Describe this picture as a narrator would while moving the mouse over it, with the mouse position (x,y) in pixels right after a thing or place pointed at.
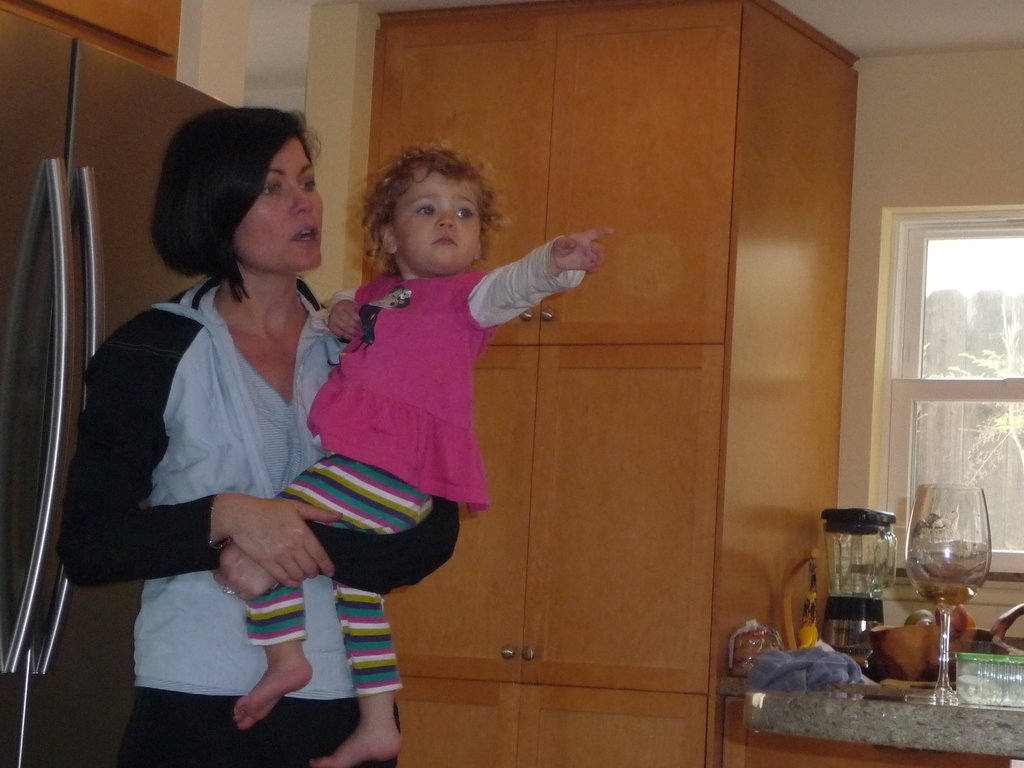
In this image, we can see a woman (310,556) standing and she is holding a kid (391,525), we can see a wooden wardrobe (635,300), there is a table (857,714) we can see a glass (964,590) on the table (945,717), we can see the window (952,424).
